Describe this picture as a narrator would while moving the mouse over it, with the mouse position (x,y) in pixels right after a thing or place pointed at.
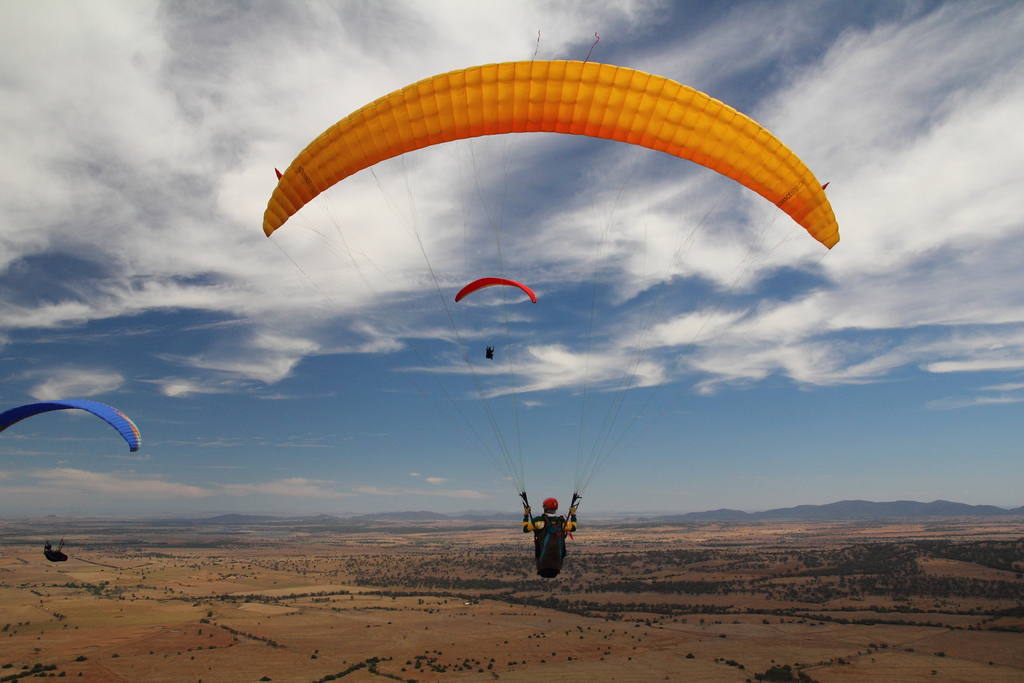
In this picture we can observe some people (50,547) parachuting. We can observe an orange, red and blue color parachutes (630,133). There are some trees (871,584) on the ground (313,625). In the background (301,354) there is a sky (297,343) with some clouds (99,167).
